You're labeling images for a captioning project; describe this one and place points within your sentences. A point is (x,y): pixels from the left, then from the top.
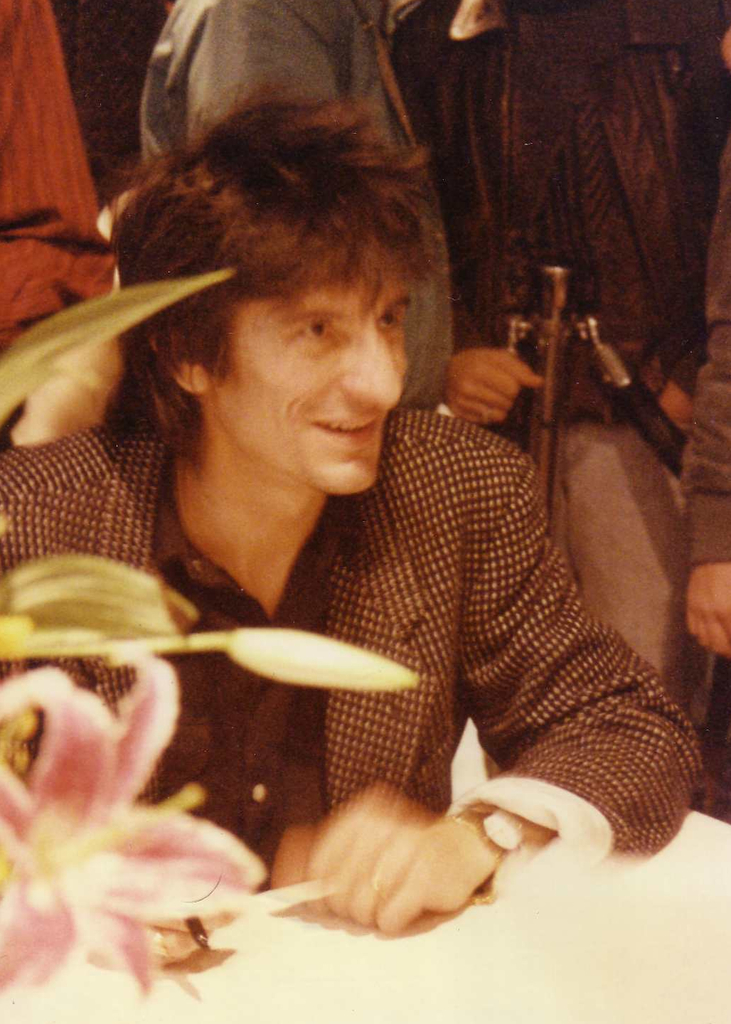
Here, we can see a man (181,755) sitting and he is smiling, in the background (507,130) there are some people (213,76) standing.
